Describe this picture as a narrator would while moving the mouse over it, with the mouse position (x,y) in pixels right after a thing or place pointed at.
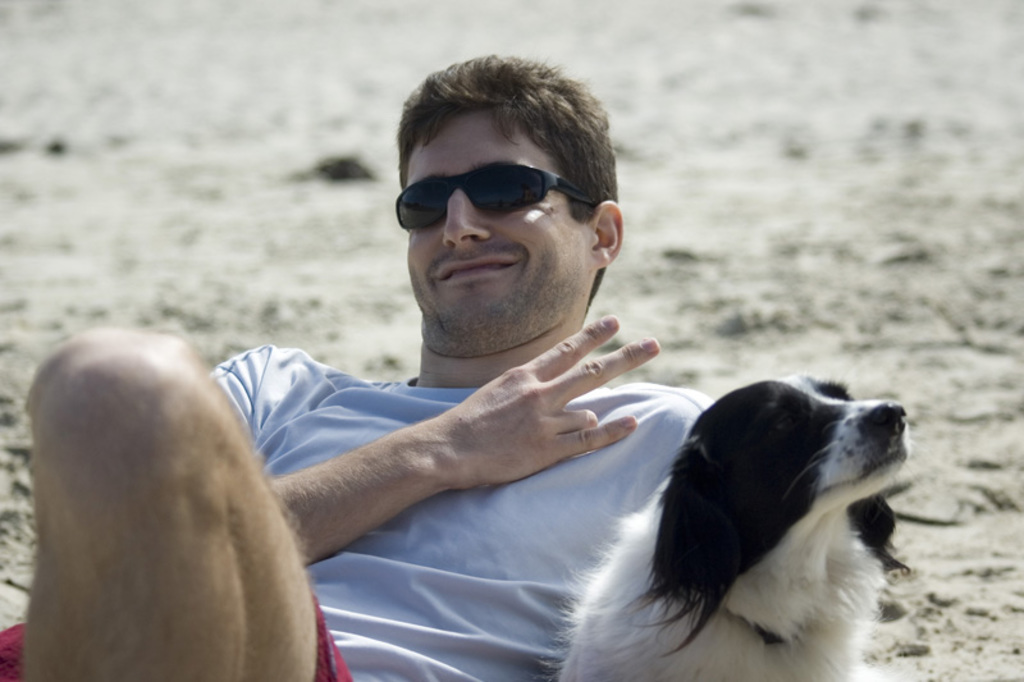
This picture is clicked outside. On the right (811,472) we can see a dog (775,596) seems to be sitting on the ground (895,639). On the left (333,483) there is a man (571,306) wearing blue color t-shirt (474,503), sunglasses (471,185), smiling and seems to be lying on the ground (905,221).
